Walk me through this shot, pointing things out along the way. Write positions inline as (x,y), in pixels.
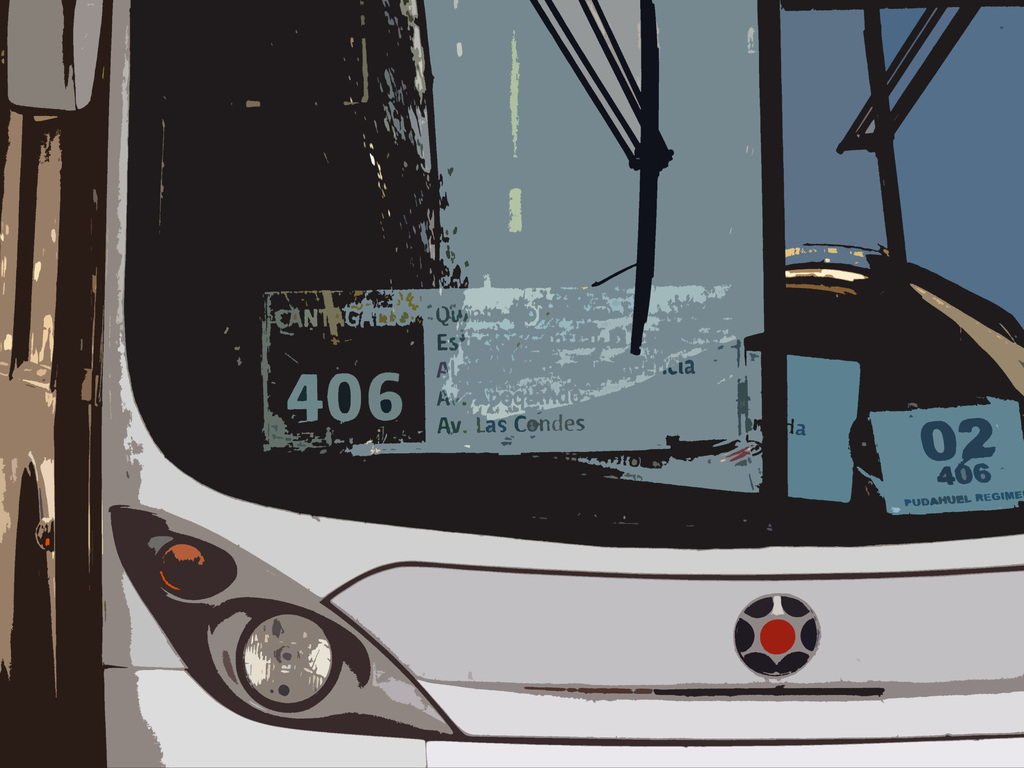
In the image I can see a vehicle (562,287) which is white and black in color. I can see the windshield (349,207), the side mirror (61,39) and the wipers (890,70). I can see few boards (532,366) inside the vehicle (610,411).
